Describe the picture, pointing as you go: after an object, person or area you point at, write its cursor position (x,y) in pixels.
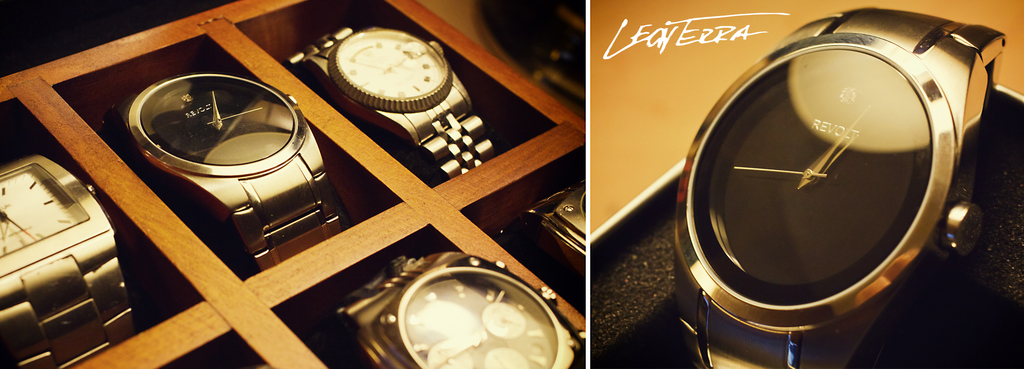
There are two images. In the first image, there are watches (340,90) arranged on the wooden shelves (537,276). In the second image, there is a watch (873,60) arranged on the shelf (989,107). On the top left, there is a watermark (622,21).
